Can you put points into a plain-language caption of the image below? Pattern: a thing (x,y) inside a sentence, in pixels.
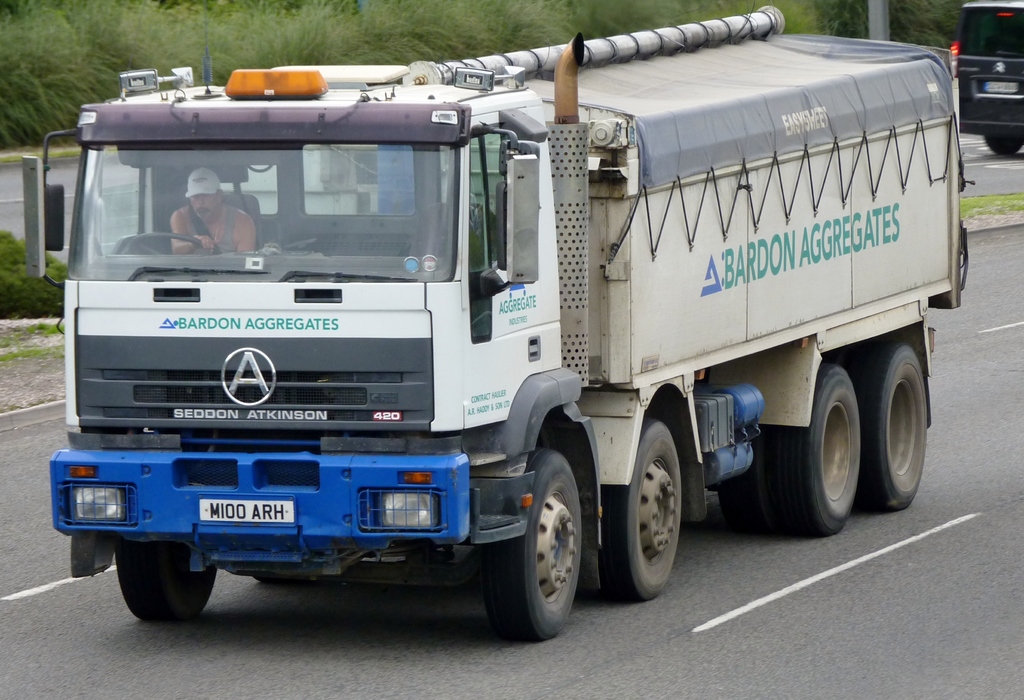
There is a vehicle (535,318) on the road (613,626) and there is greenery grass (310,23) in the background (370,35).
